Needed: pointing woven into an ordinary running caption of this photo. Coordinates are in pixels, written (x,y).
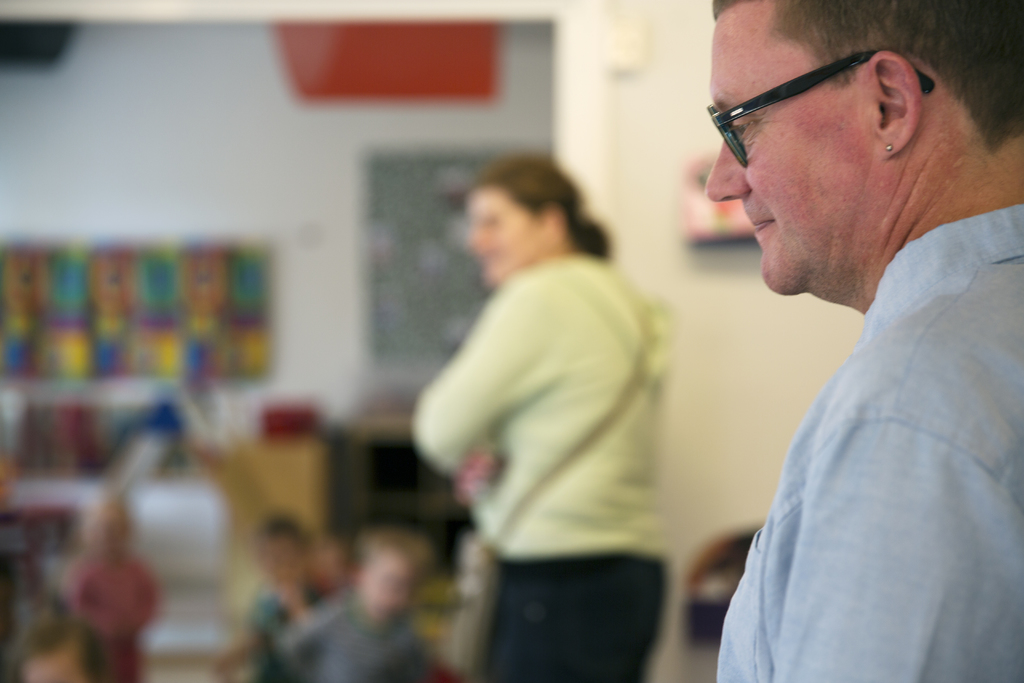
On the right side of the image (996,455) there are two people (809,487). In front of them there are kids (275,582). There are posters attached to the wall (207,132) and the background of the image (187,148) is blur.
